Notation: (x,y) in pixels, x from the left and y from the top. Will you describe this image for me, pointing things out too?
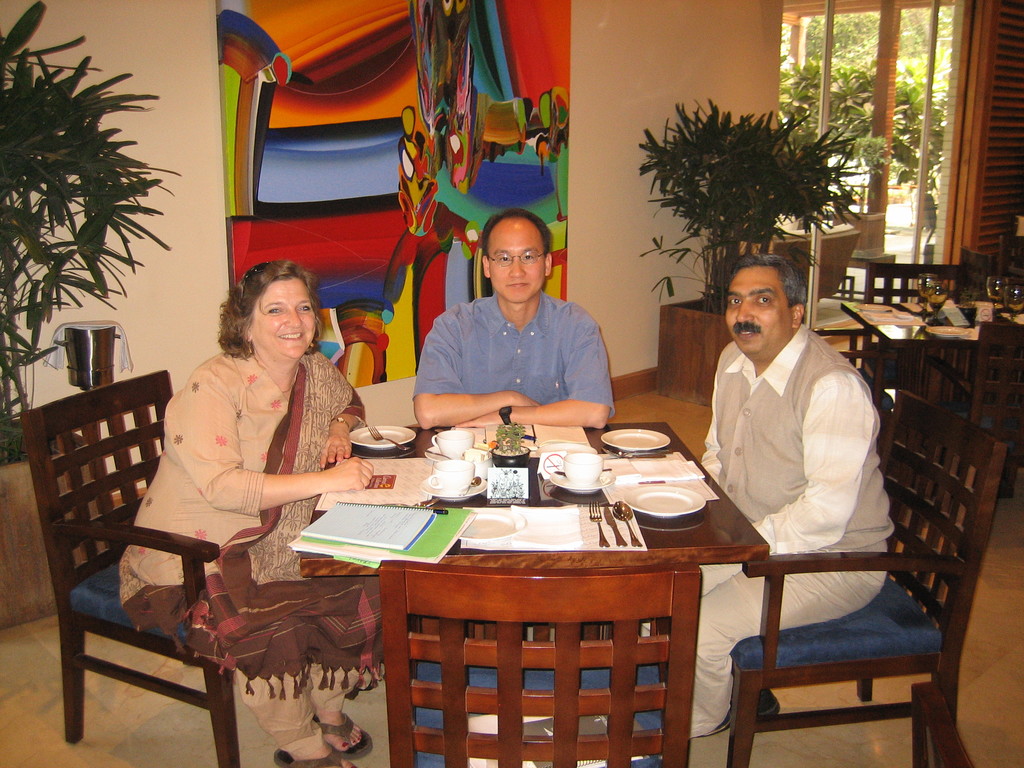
This is a picture taken in a room (429,379), there are three people (514,324) sitting on a chair (854,635) in front of the people (308,433) there is a table (703,542) on the table (703,547) there is a spoon (635,544), knife (617,537), fork (603,536), plate (650,500), cup (578,467) and books (382,513). Background of this people (368,474) is a wall (599,214) and a houseplant (714,243).
